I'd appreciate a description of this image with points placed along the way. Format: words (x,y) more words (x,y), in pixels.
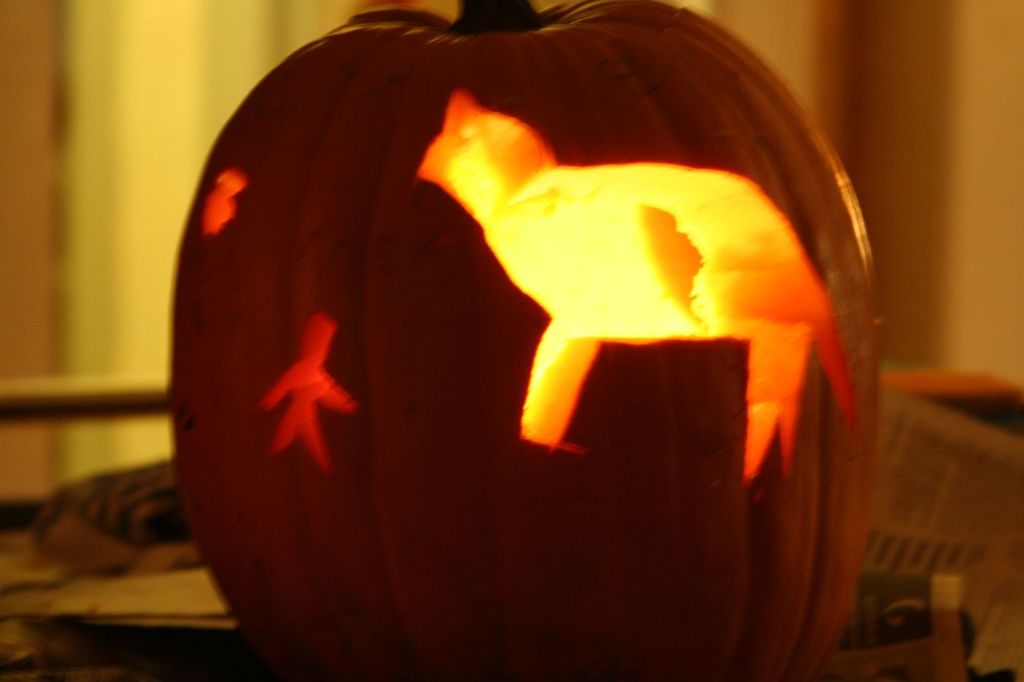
In this image I can see a pumpkin (353,371) which is orange in color and inside it I can see the light (597,238). I can see few papers (909,532) and few other blurry objects (116,374) in the background (151,68).
